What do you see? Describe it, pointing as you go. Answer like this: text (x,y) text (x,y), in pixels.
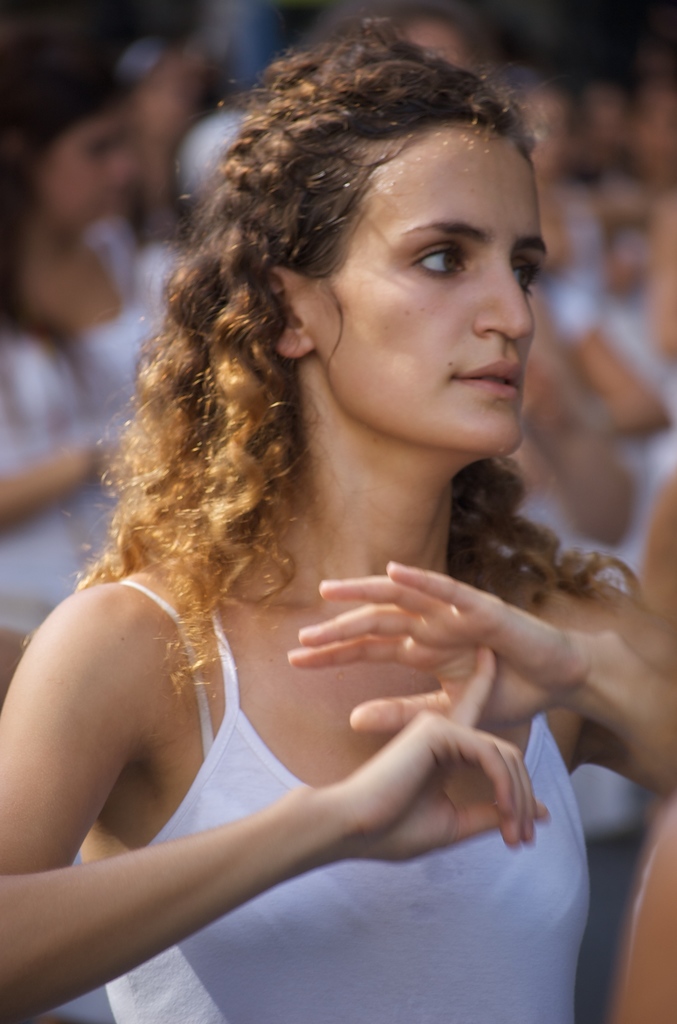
A woman (295,826) is standing wearing a white vest (264,928). The background (7,634) is blurred.
